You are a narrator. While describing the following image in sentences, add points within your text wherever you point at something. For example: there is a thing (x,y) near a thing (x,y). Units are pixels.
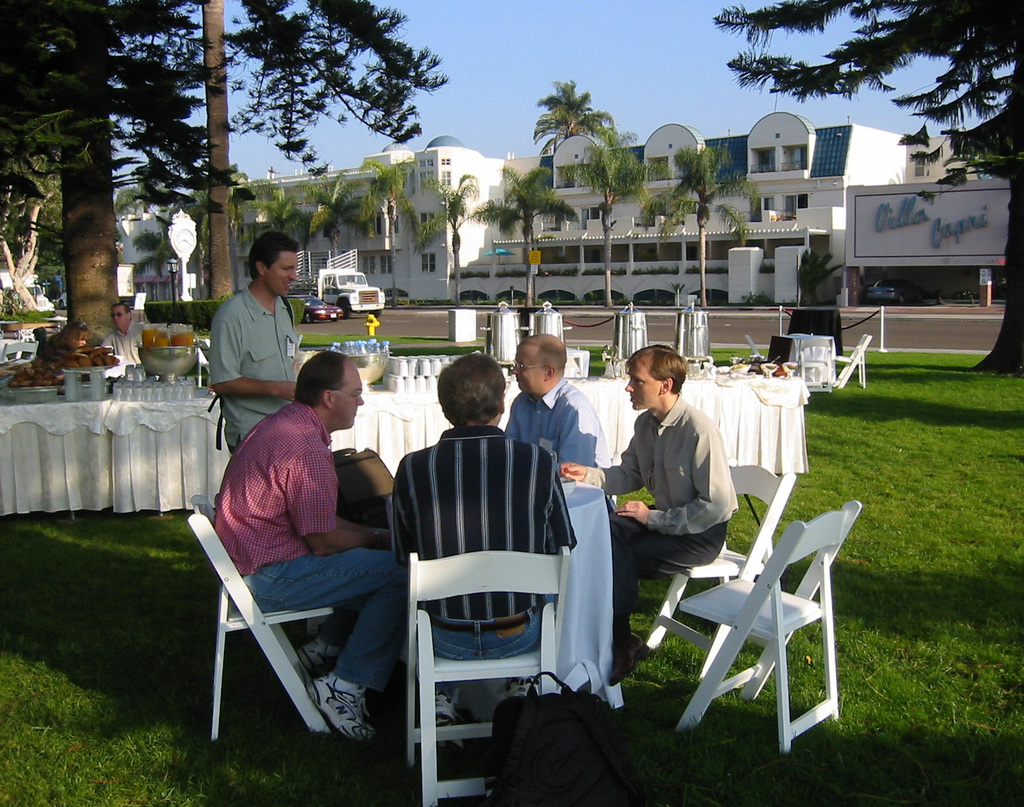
In this image the four people (379,613) are sitting on the chair (450,675). The man (225,307) is standing. On the table (723,389) there are glasses (188,386), bowl (371,369) and a food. At the back side (406,237) we can see a building (437,257). On the road (416,321) there are vehicles (340,289). We can see tree (217,98) and a sky (420,36).
